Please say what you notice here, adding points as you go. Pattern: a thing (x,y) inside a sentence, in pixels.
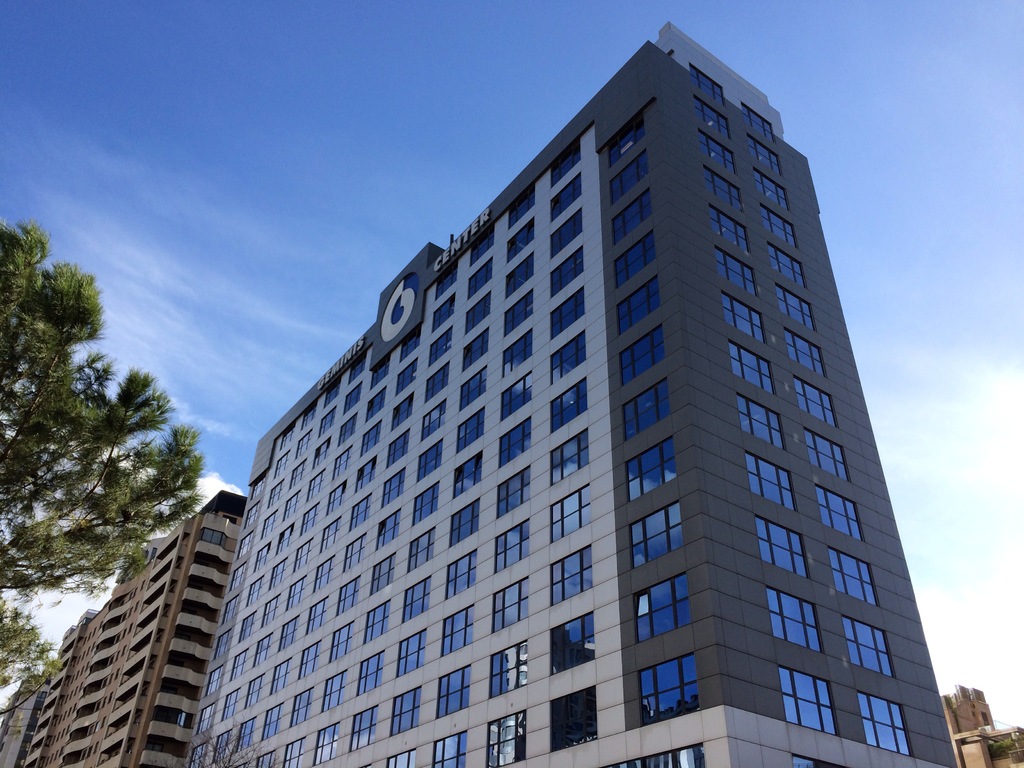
In this image I can see few buildings (498,566) which are white, black, blue and brown in color. I can see few trees (108,516), few other buildings (146,573) and the sky (909,167) in the background (278,202).
